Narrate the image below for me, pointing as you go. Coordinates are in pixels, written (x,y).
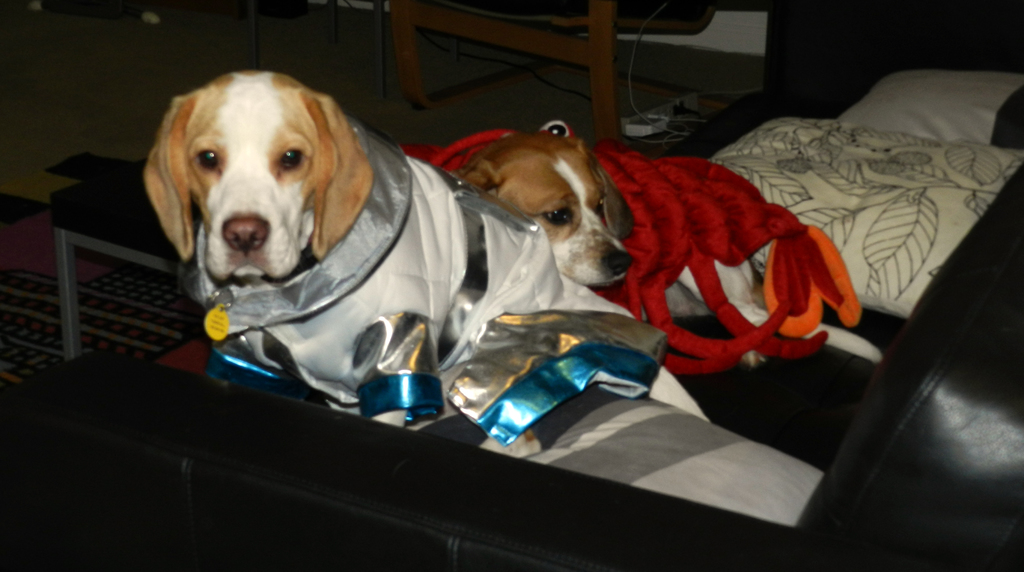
This image consists of two dogs (673,274). At the bottom (395,511), there is a sofa (689,501). In the background (575,57), we can see a chair (453,22) made up of wood (613,75). In the background (45,201), there is a floor (11,132).
